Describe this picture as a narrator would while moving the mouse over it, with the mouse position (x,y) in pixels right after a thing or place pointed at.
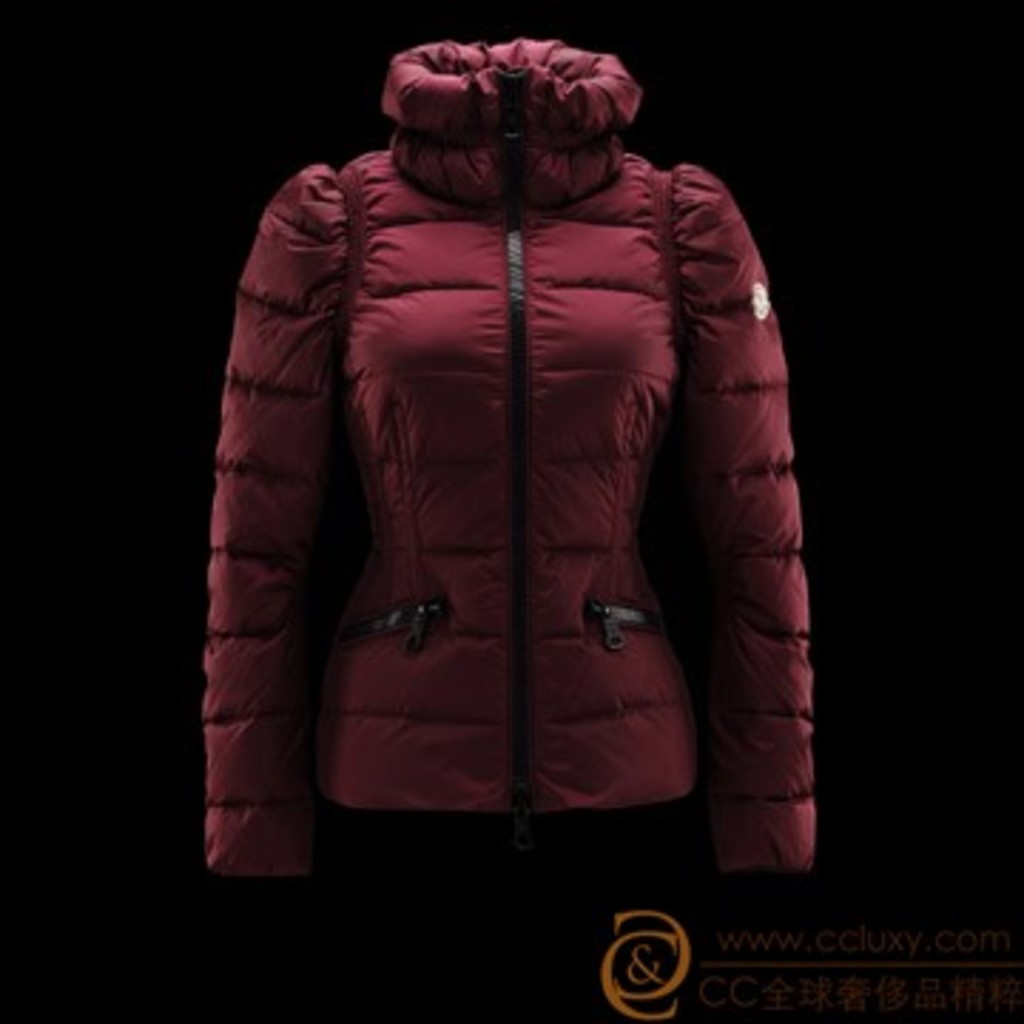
In this picture we can observe a maroon color jacket (209,568). There is an orange color watermark (731,955) on the right side (752,972). The background (71,226) is completely dark.
